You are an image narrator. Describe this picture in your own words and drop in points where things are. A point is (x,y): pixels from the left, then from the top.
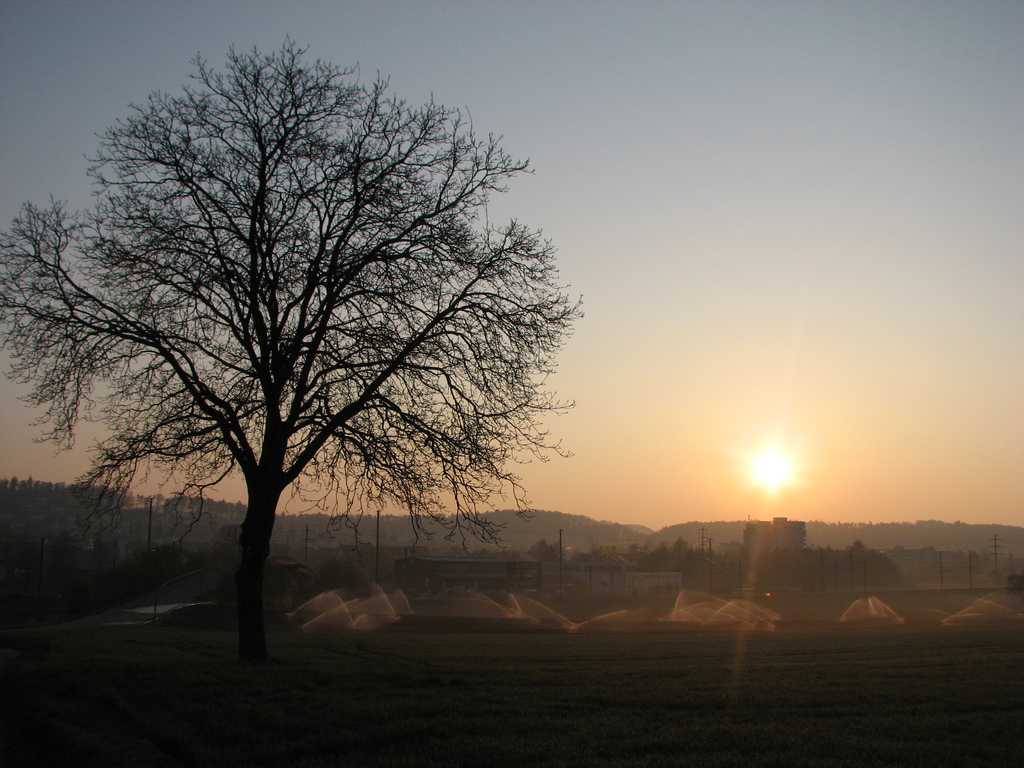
On the left side of the image (237,455) there is a tree (248,562). At the bottom (316,612) we can see sprinklers (728,613). In the background (673,536) there are poles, hill (436,533) and sky (662,205). On the right side (774,468) there is a sun (775,484).
